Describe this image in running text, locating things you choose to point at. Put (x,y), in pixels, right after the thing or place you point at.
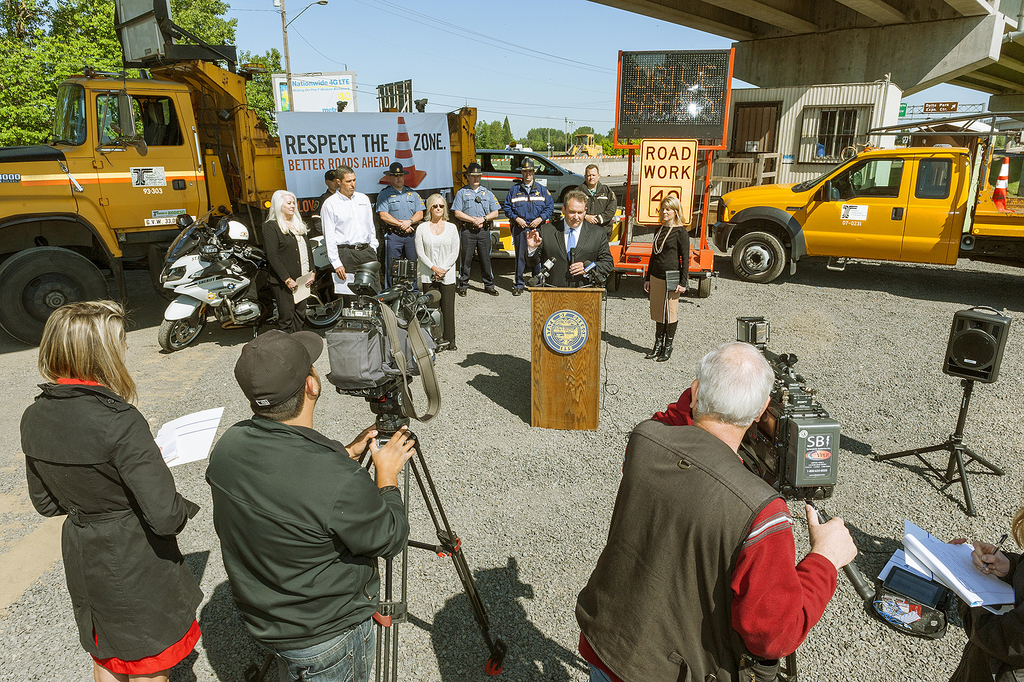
This is the picture of a road (23,579). In this image there is a person (574,201) standing behind the podium (592,343) and he is holding the microphone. There is a microphone (541,277) on the podium (597,411). At the back (521,279) there are group of people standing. In the foreground (269,640) there are two persons (356,450) standing and holding the camera (778,488) and there is a person (963,678) holding the pen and book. At the back (989,167) there are vehicles (162,202), trees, hoardings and poles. On the right side of the image (966,362) there is a speaker (966,348). At the top (507,30) there is sky (551,29) and there are wires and there is a bridge (854,35) and at the bottom (534,505) there are stones (546,471).
